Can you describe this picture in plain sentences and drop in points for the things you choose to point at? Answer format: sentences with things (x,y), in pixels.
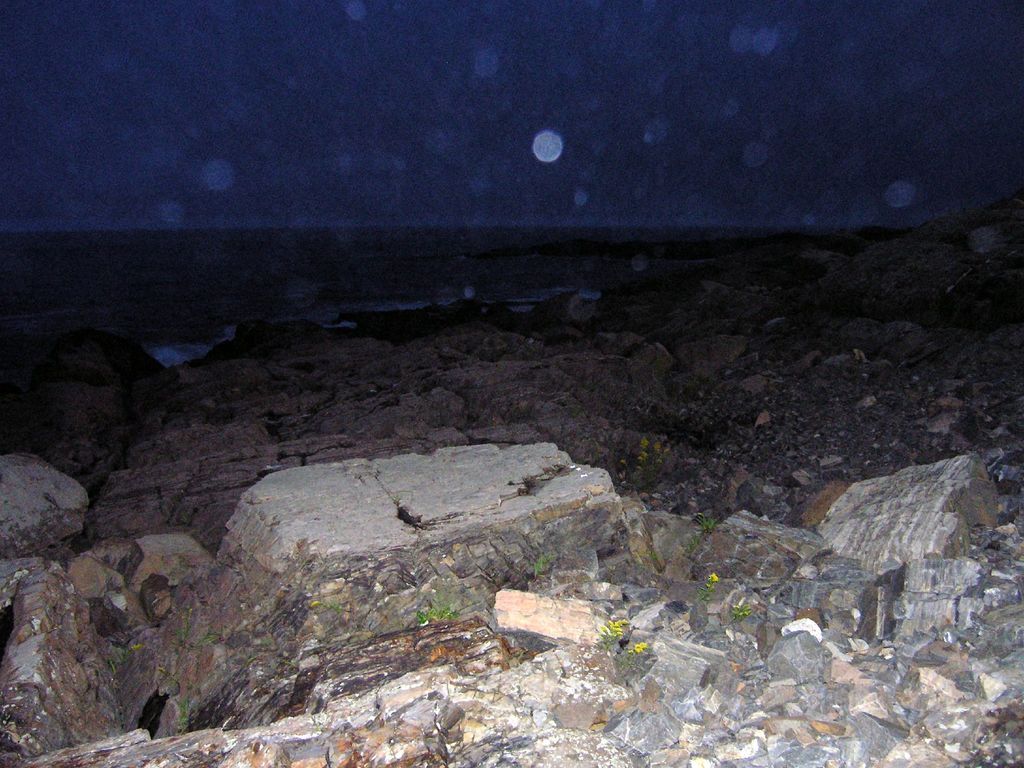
In this image we can see some rocks (435,494) and plants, In the background (492,199), we can see the sky (352,129).
